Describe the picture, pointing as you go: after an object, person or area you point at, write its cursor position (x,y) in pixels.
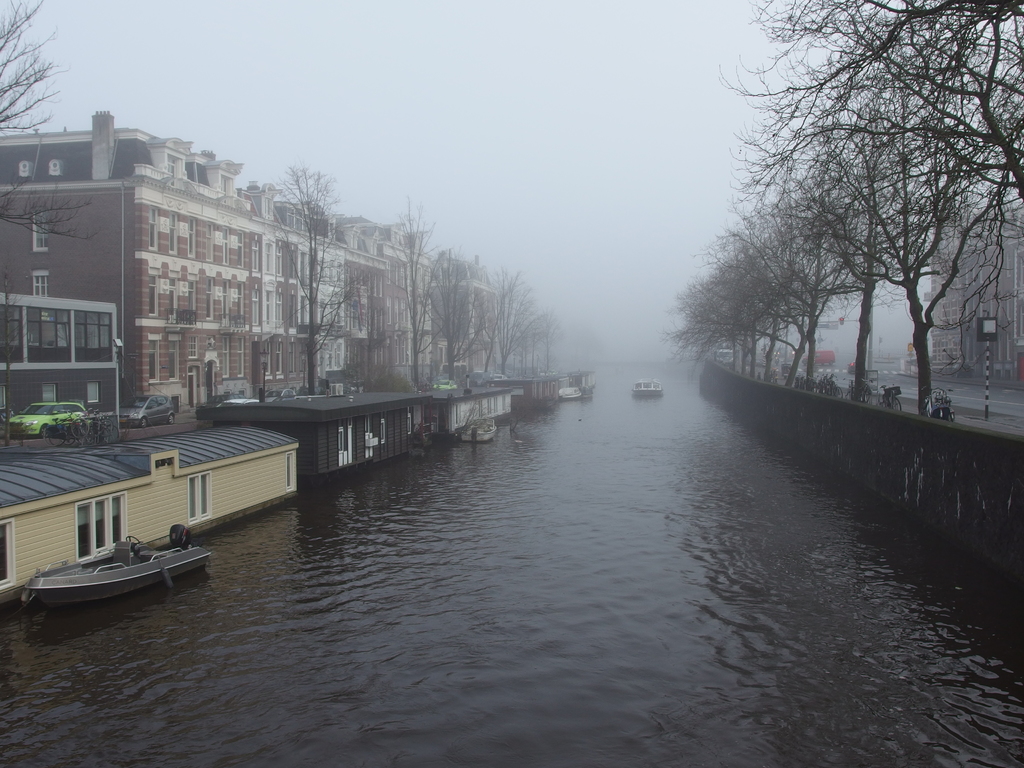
This image we can see water (505,510), boats (565,399). To the both sides of the image there are buildings (305,263), trees (775,269). At the top of the image (437,100) there is sky (491,105) and fog (506,177).
